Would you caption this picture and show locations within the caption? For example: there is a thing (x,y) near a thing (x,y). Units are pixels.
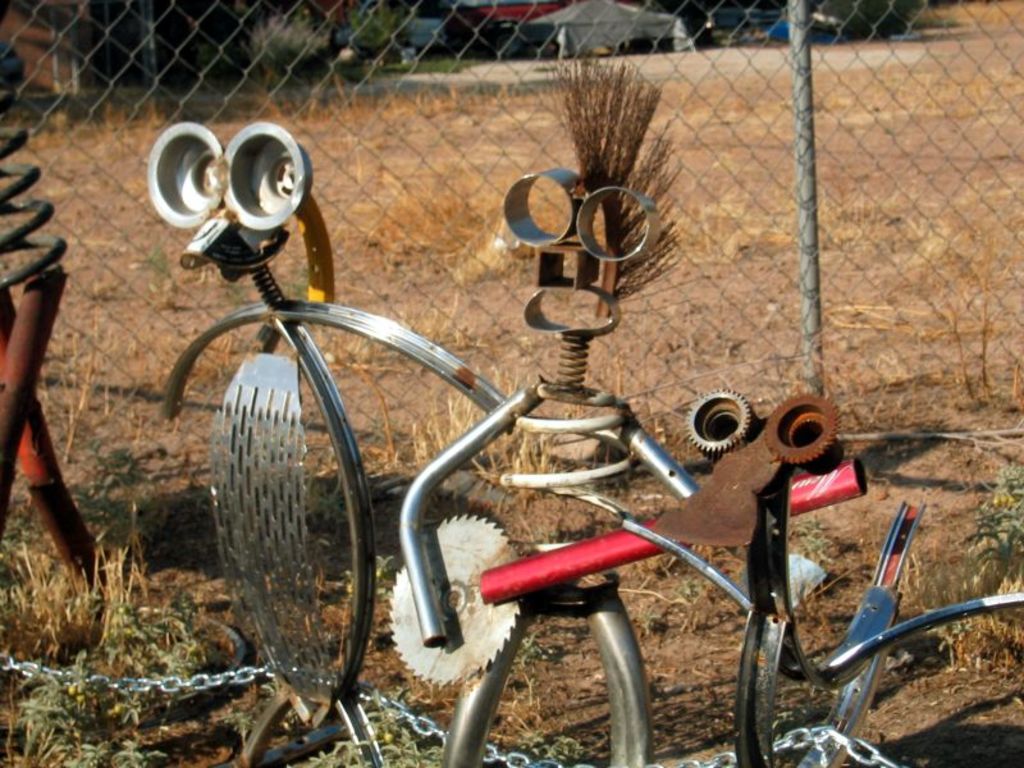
In this image I can see there is an object (877,636) on the ground (819,597) beside that there is a fence (334,239) and other things (40,730).
